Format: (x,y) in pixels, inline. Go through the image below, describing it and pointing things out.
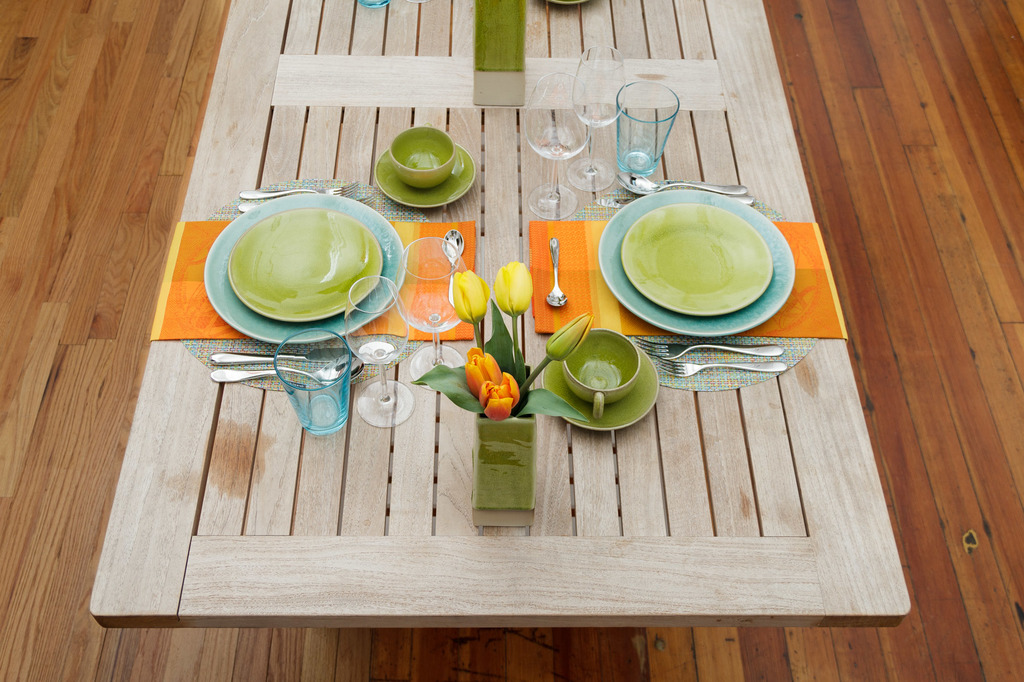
Here we can see empty plates (284,264), spoons (552,244), forks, a tulip flower vase (492,345), water glasses (578,171), cup (414,150), saucer (469,184) on the table (694,63). This is a floor (34,136).
